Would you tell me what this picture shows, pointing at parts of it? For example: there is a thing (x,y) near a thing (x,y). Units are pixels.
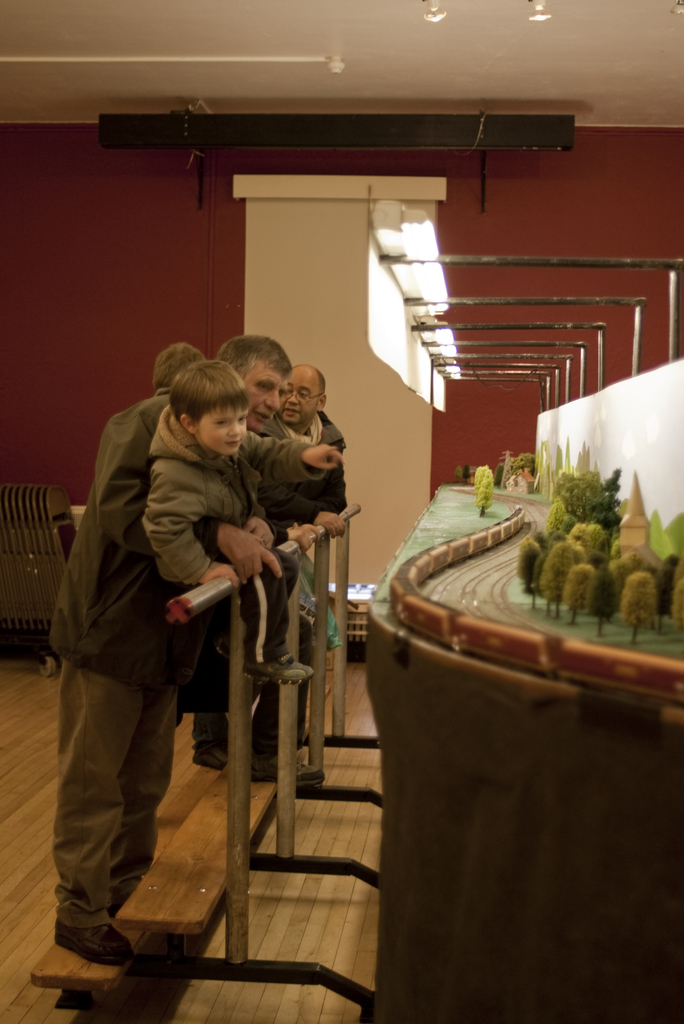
In this image there is a person (242,529) holding a kid (214,492), beside him there are two other people (283,411) standing, the person (224,527) and the kid (258,460) are watching the miniature trees (544,573) and roads (488,586) in front of them, in the background of the image (133,297) there is a wall (143,294).
